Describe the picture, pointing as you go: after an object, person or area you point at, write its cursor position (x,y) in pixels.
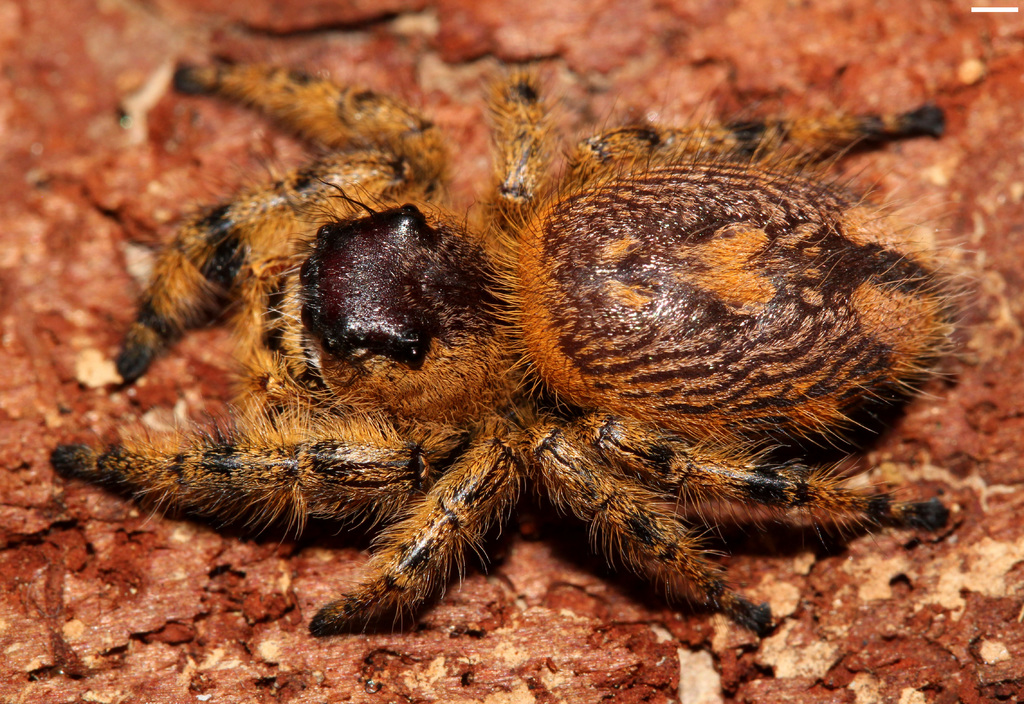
In the picture I can see a spider (481,271) on a red color surface (244,538).
